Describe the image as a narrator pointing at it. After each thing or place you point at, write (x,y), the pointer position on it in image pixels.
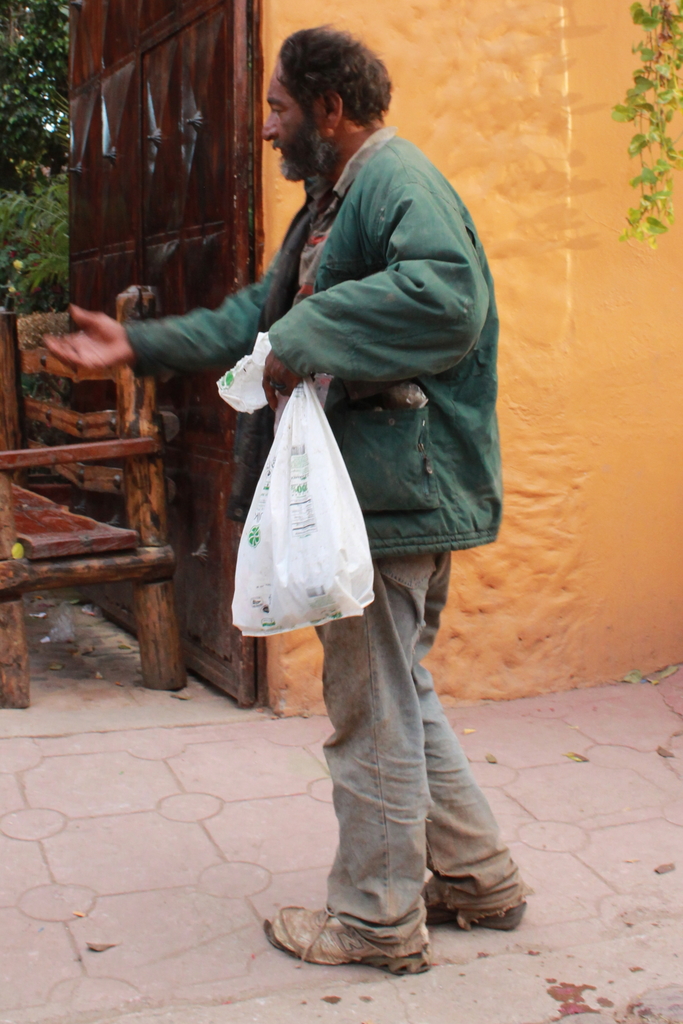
In the middle of the image (405,345), there is a person (379,237) in the green color coat (403,341), holding a white color bag (309,406) and standing on the floor (382,1023). Beside him, there is a yellow color wall (517,69) which is attached to a gate (119,143). Beside this gate (89,253), there is a wooden object (46,451). In the background (39,282), there are trees (42,128).
